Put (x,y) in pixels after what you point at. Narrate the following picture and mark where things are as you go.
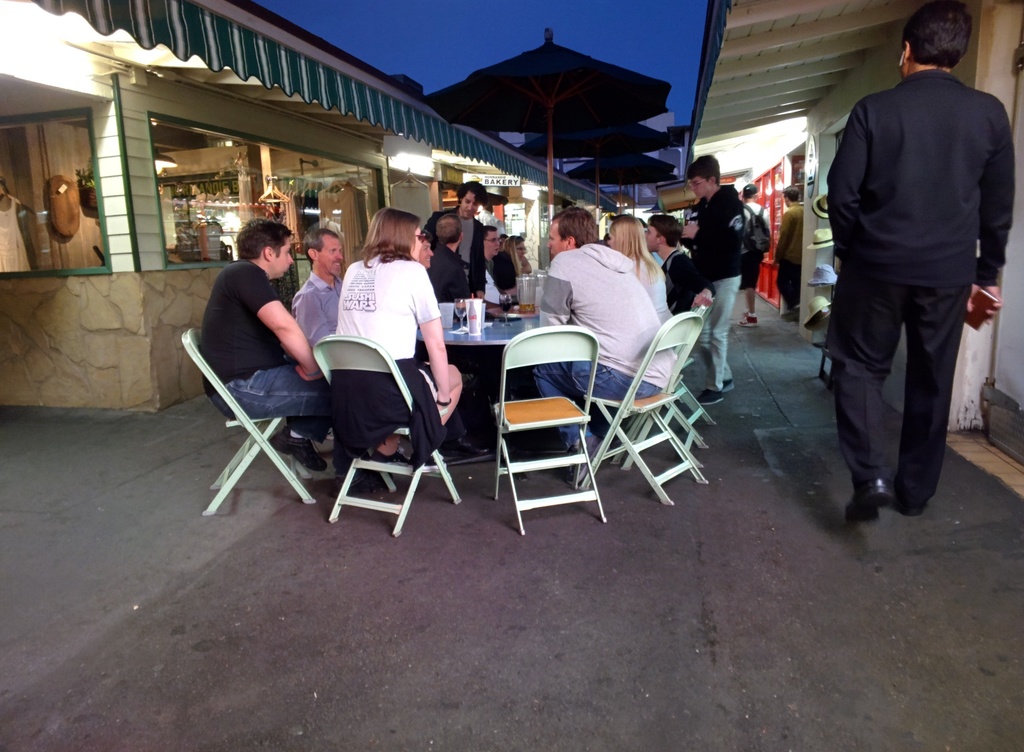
In this image we can see people (579,269) sitting on the chairs (598,414) near the table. In the background (539,166) we can see stores (874,84), umbrellas (654,94) and people (859,248) walking.
